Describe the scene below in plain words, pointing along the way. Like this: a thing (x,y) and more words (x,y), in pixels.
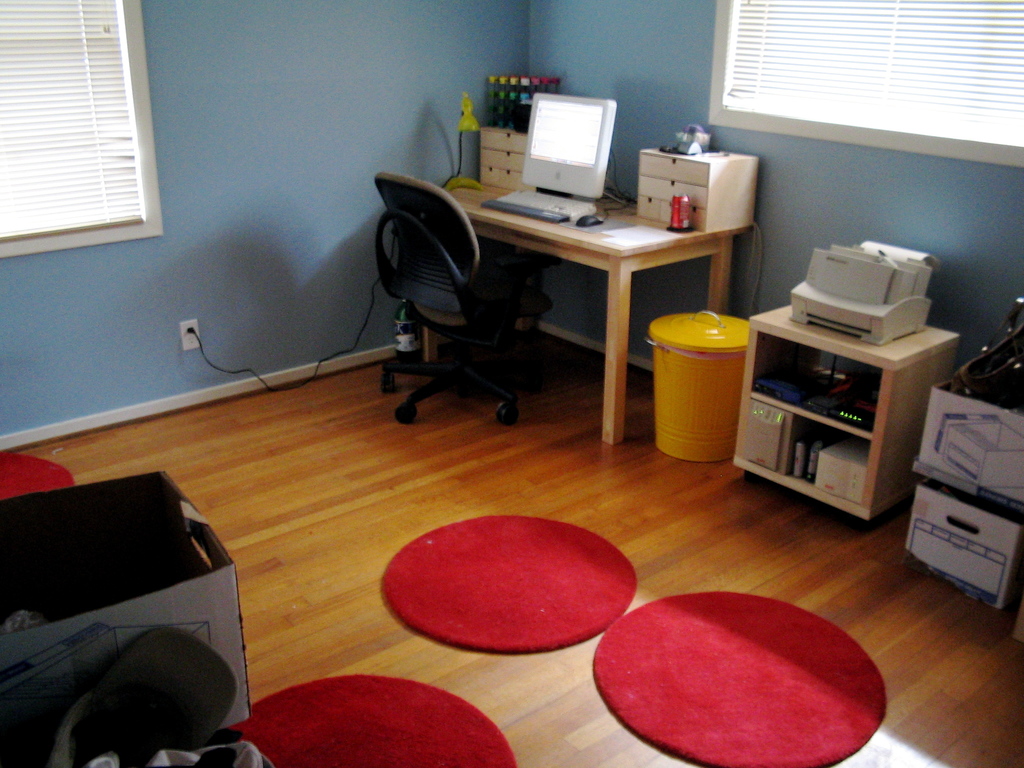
In this image we can see a table (588,248) and chair (447,286). On table (567,234) cupboards (495,156) and computer (558,183) is present. Right side of the image (810,333) one cupboard (840,503), dustbin (709,380) white color boxes (996,464) are there. Left side of the image (175,608) box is there. In the middle of the room (172,660), door mats (403,703) are there. Right-left top of the image (63,84) windows (91,84) are present.
